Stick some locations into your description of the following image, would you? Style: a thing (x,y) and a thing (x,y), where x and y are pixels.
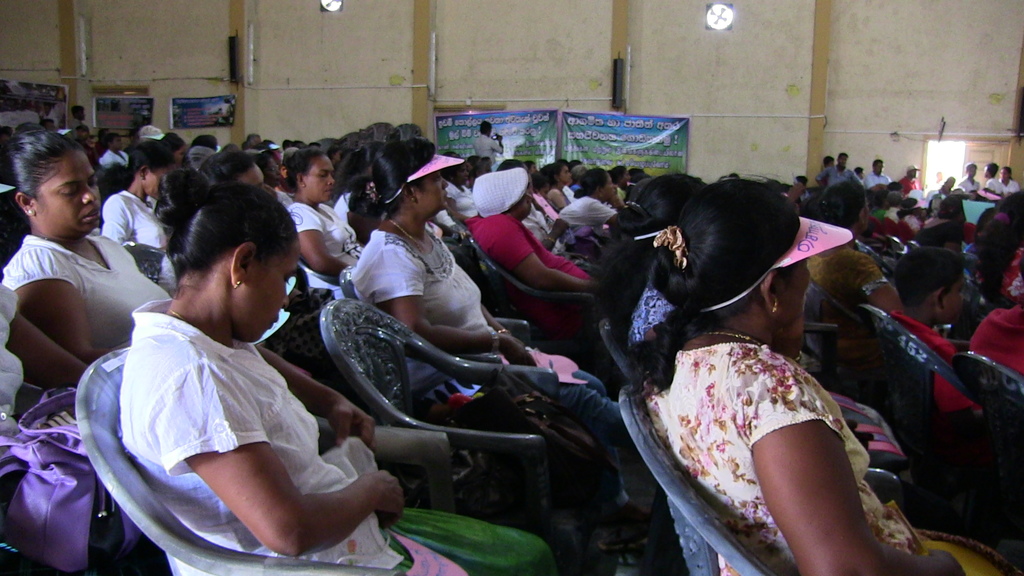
This picture shows many people (257,140) seated on the chairs (273,567) in an open hall (337,52) and we see few people (1005,188) standing at the entrance (945,149) and we see posters (180,119) on the wall (317,110) and few of them wear semi caps (813,250).
